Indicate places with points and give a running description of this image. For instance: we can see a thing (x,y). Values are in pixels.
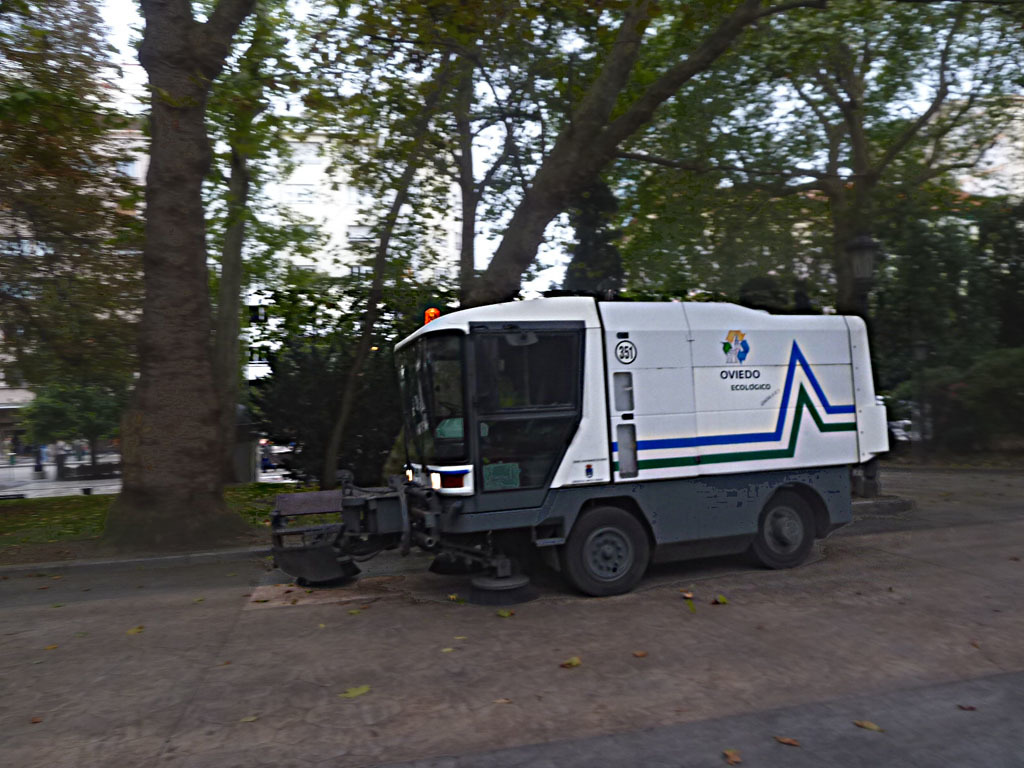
In this image there is a road sweeper (651,491) on a road (785,671), in the background (609,154) there are trees (506,163).
